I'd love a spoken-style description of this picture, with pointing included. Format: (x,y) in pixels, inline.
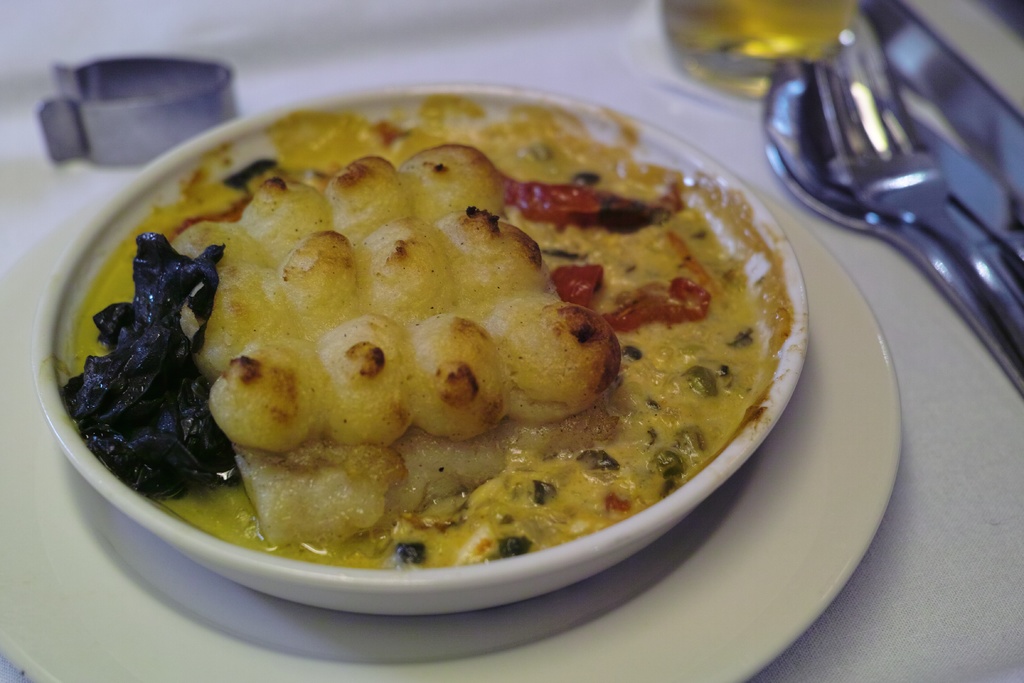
In the image there is a bowl (331,303) with food item (626,261) in it. Below the bowl (679,338) there is a plate (855,307). And on the right side (1010,326) corner of the image there is a fork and a spoon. And there is a blur background (787,18).
